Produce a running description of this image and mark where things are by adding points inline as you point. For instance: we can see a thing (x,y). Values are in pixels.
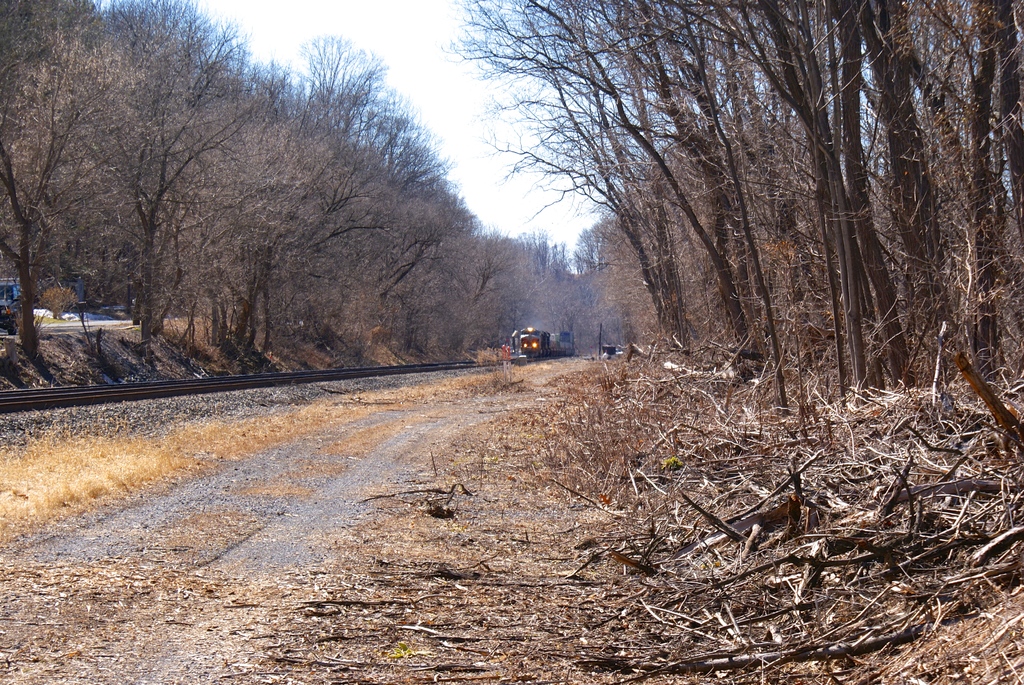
In the center of the image (376,372) there is a train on the railway track (280,376). At the bottom of the image (258,487) there is a dried grass (1,473) and there are branches (841,587) of a tree (869,590) on the surface (149,612). There are trees (153,145). On the left side of the image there are buildings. At the top of the image (541,130) there is sky (507,183).
